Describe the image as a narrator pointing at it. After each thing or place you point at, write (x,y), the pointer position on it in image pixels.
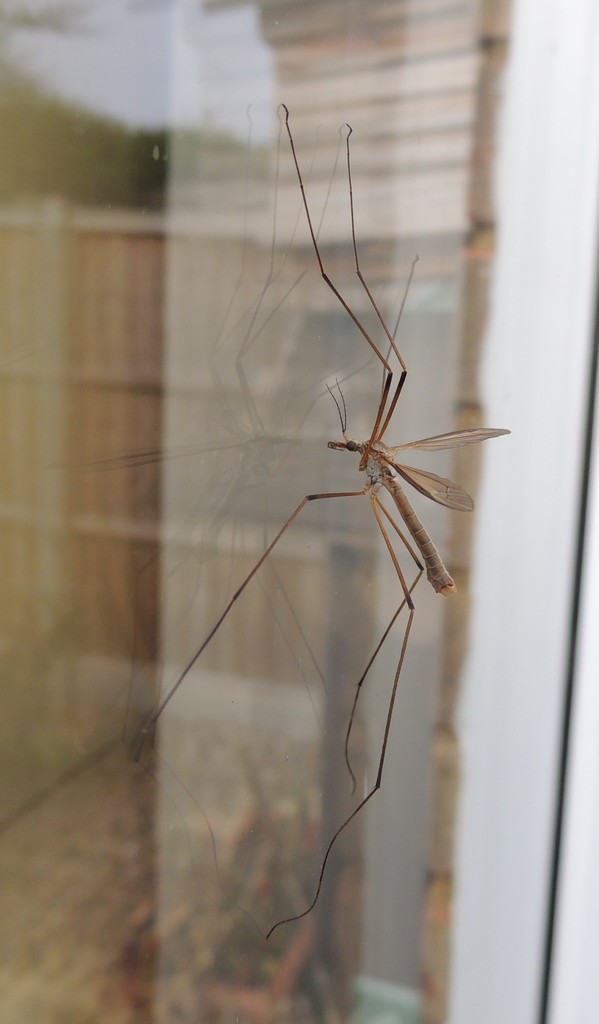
In this image we can see an insect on the glass (269,426). The background (217,710) is blurry.
